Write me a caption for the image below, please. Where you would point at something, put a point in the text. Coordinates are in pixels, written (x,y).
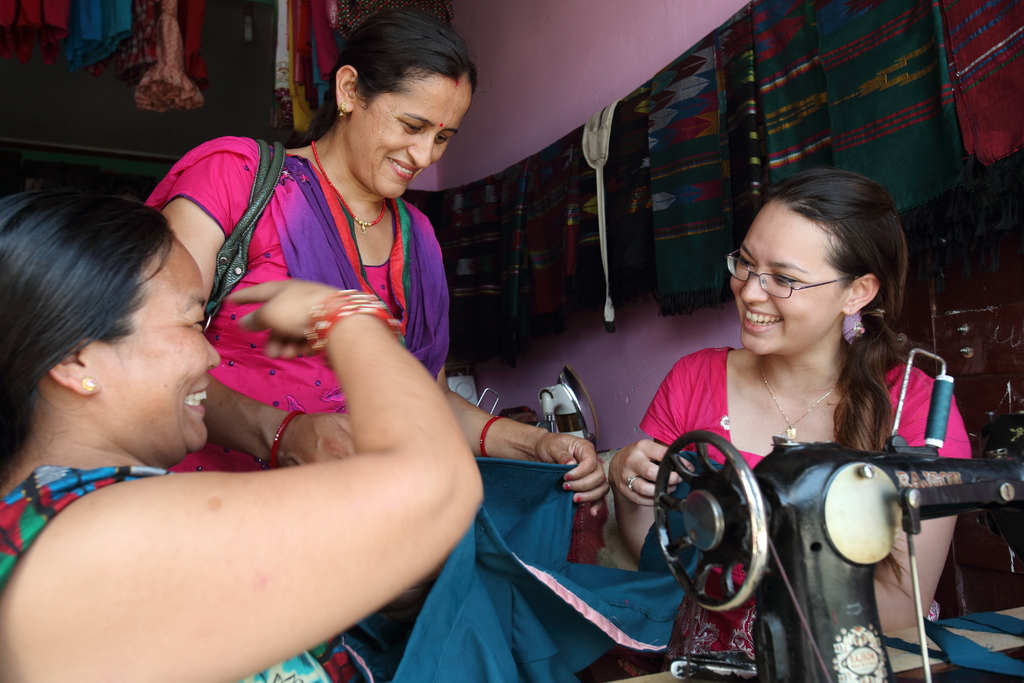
In the image I can see three ladies (332,435), among them a lady (245,467) is wearing the bag (215,305) and to the side there is a sewing machine (807,514) and behind there are some clothes (573,276) on the rope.
